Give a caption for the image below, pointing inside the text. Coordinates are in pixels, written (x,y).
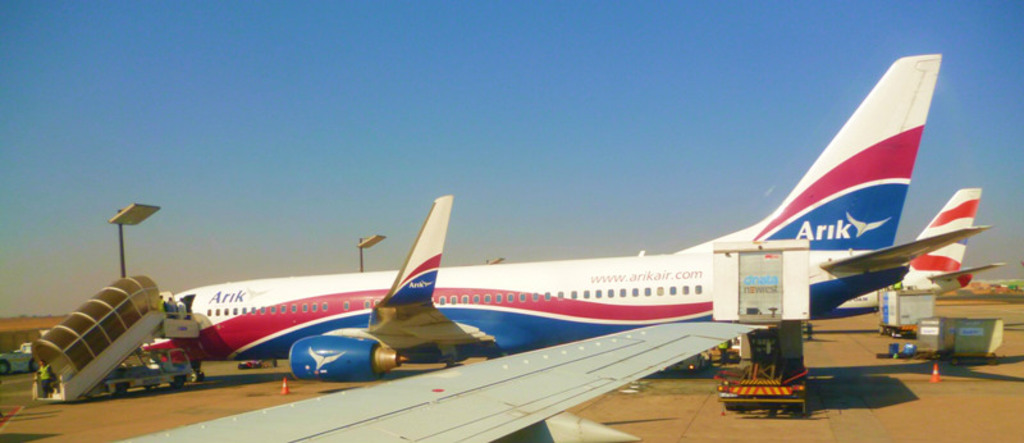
In this image I can see few aeroplanes (381,396) on the ground (160,410). On the right side (770,378) there are few vehicles (756,402). On the left side (92,353) few people (45,383) are walking on the stairs (76,367). In the background (121,238) there are some poles (132,215). At the top of the image (394,137) I can see the sky (194,135).
